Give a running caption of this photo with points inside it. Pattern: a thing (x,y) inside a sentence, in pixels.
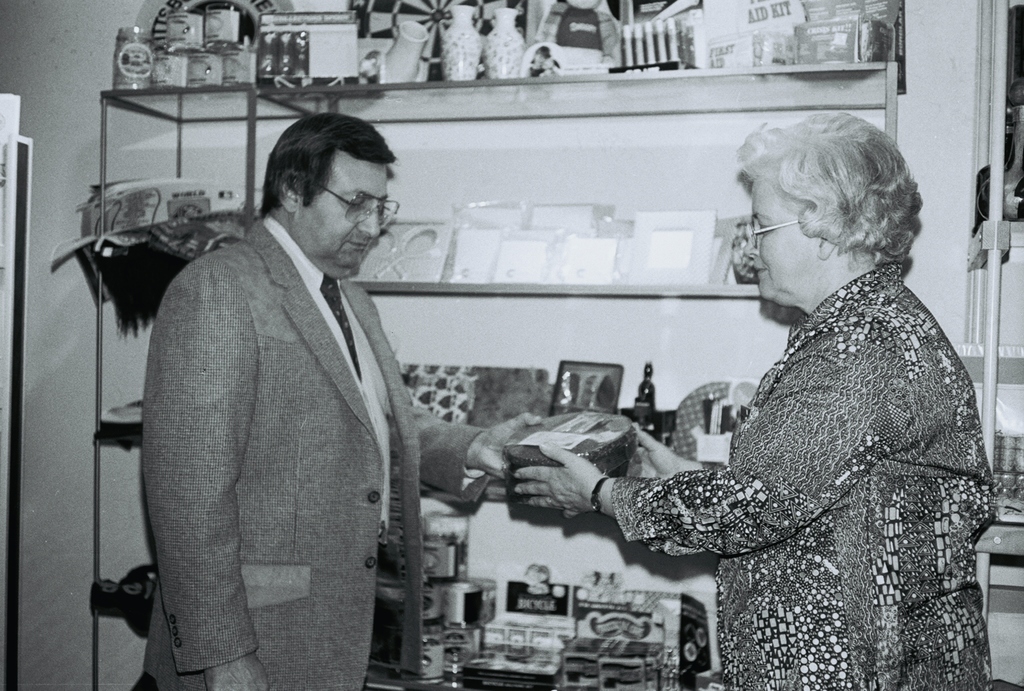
In the middle of the image (538,423) two persons (250,298) are standing and holding a box (615,466). Beside them there is a wall (122,103), on the wall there are some products (854,40) and frames (664,247).
